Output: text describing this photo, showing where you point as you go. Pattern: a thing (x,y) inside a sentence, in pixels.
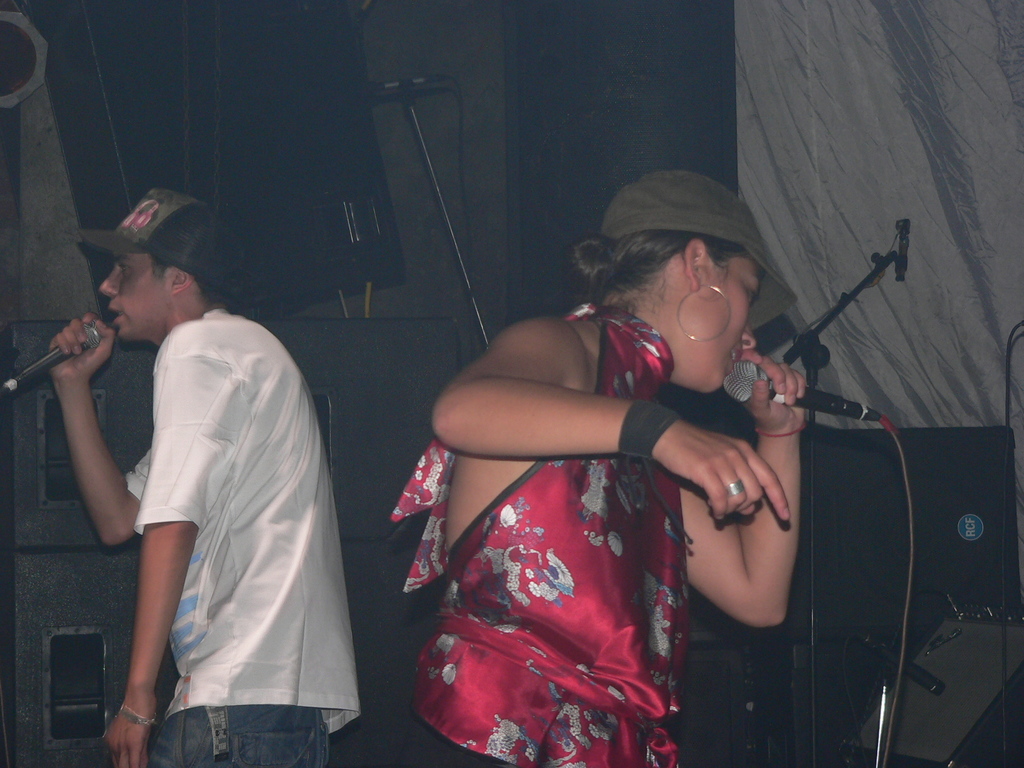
This picture shows a man (180,715) and woman (720,203) singing with the help of a microphone (744,367) on the dais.
